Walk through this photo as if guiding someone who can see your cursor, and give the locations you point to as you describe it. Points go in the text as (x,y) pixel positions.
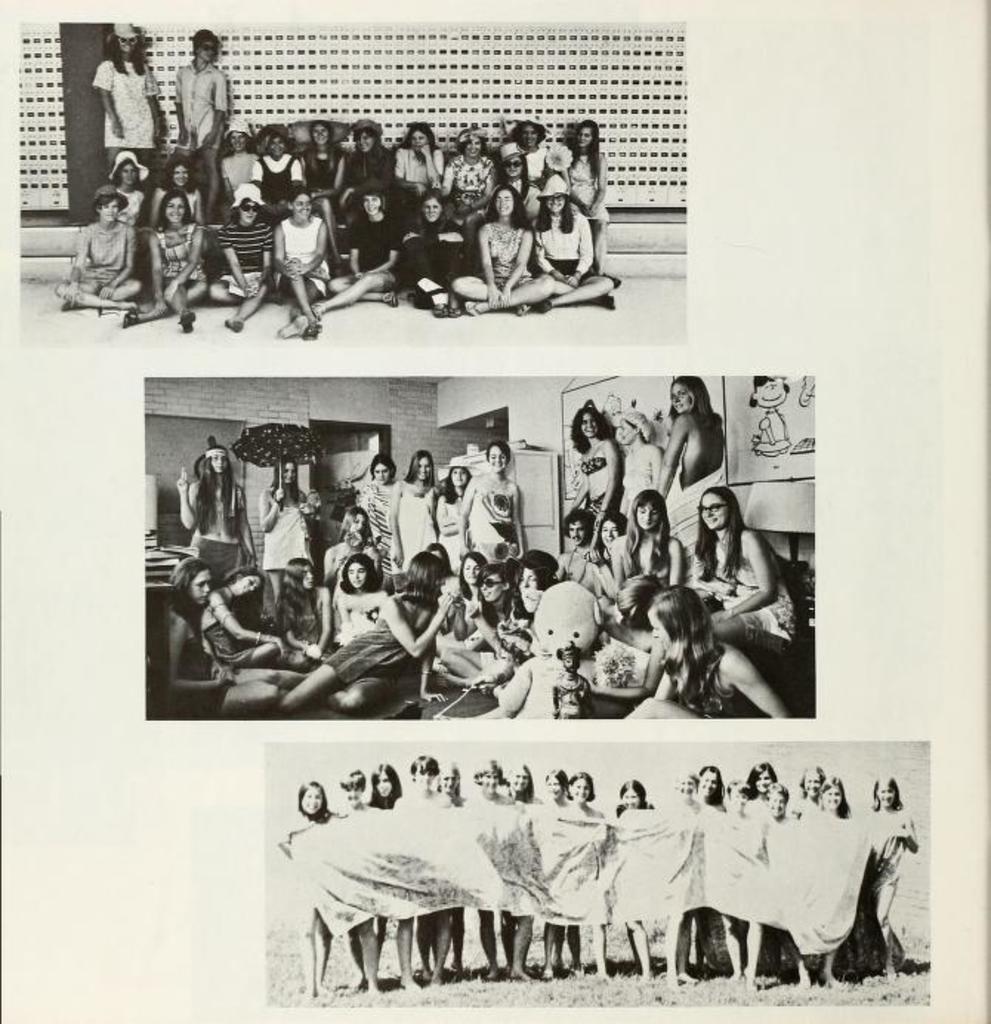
In this image we can see a poster (466,475) of three pictures (563,471), in those pictures, we can see a few people (647,572), umbrella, couch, posters (750,435), some people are holding a blanket (519,850) in one picture (487,850).
